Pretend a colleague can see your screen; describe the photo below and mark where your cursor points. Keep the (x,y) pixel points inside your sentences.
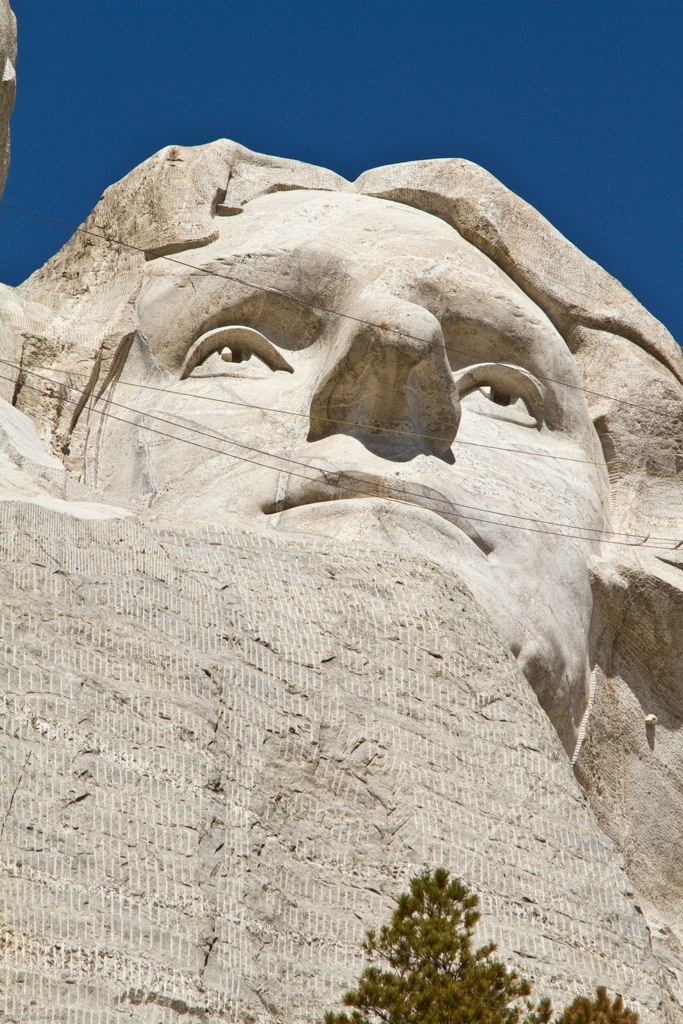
In this image I can see a statue (315,310) in the center of the image (397,356), the trees (336,1019) at the bottom of the image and the sky (375,96) at the top of the image (224,64). I can see some ropes (340,314) passing before the statue (490,531).
